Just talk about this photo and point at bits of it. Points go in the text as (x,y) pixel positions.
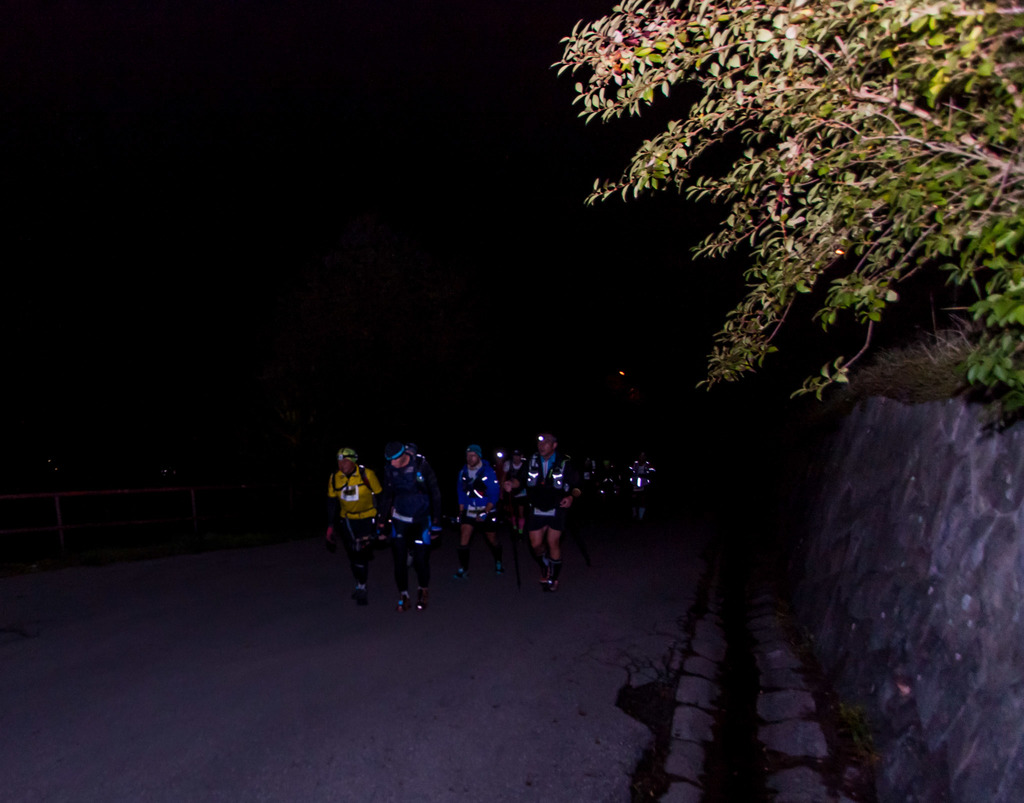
In this picture we can see a group of people (343,494) wore headlamps (539,439) and walking on the road (295,581), trees (1011,283), wall (952,587), fence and in the background (68,520) it is dark.
